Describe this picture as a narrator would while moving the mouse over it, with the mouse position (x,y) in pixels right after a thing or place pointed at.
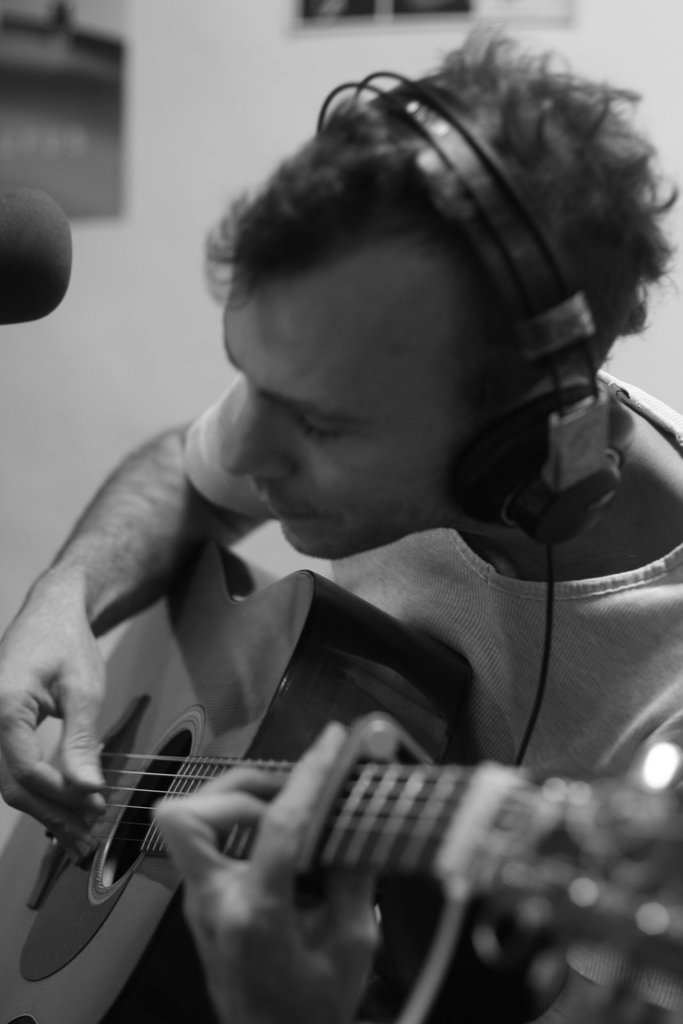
It is a black and white image of a man (448,448) who is playing guitar (173,618) with hand (93,711) and there is a headphone (609,496) to his ear (568,483) and a mic (46,264) in front of him. At the background (188,63) there is wall (209,80) and there is a poster (60,36).
